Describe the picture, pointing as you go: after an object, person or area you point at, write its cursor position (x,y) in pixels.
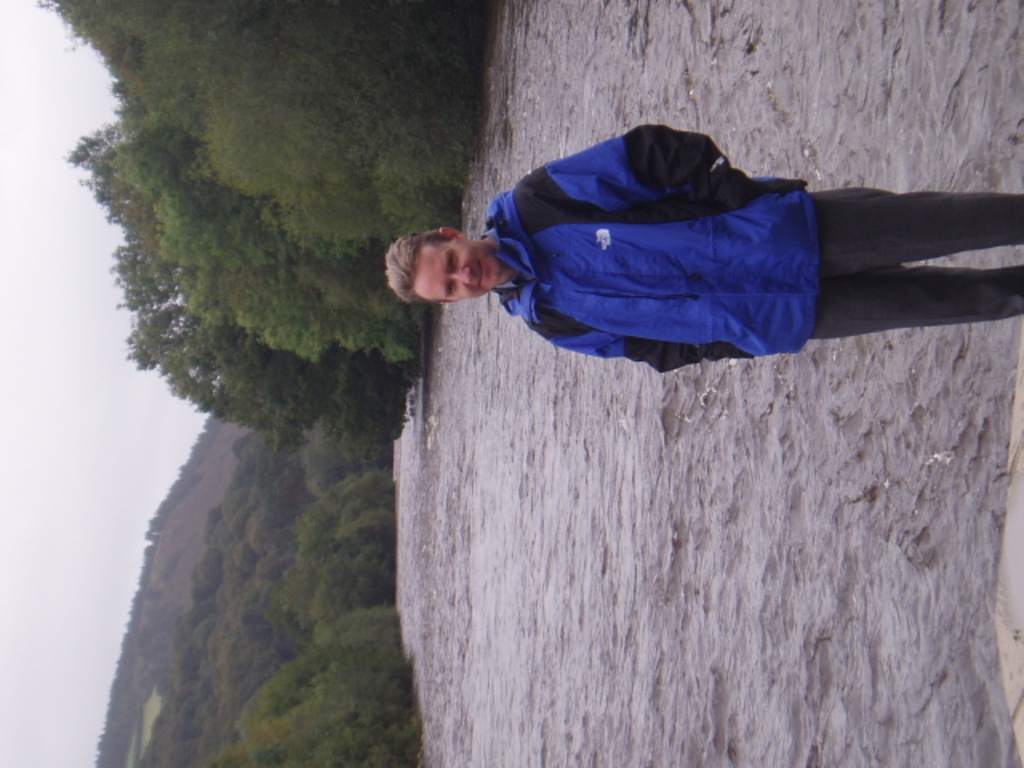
In this image we can see a person (700,284). There are many trees (325,603) in the image. We can see the lake (675,560) in the image. We can see the sky (65,313) in the image. There is a hill (165,586) in the image.
